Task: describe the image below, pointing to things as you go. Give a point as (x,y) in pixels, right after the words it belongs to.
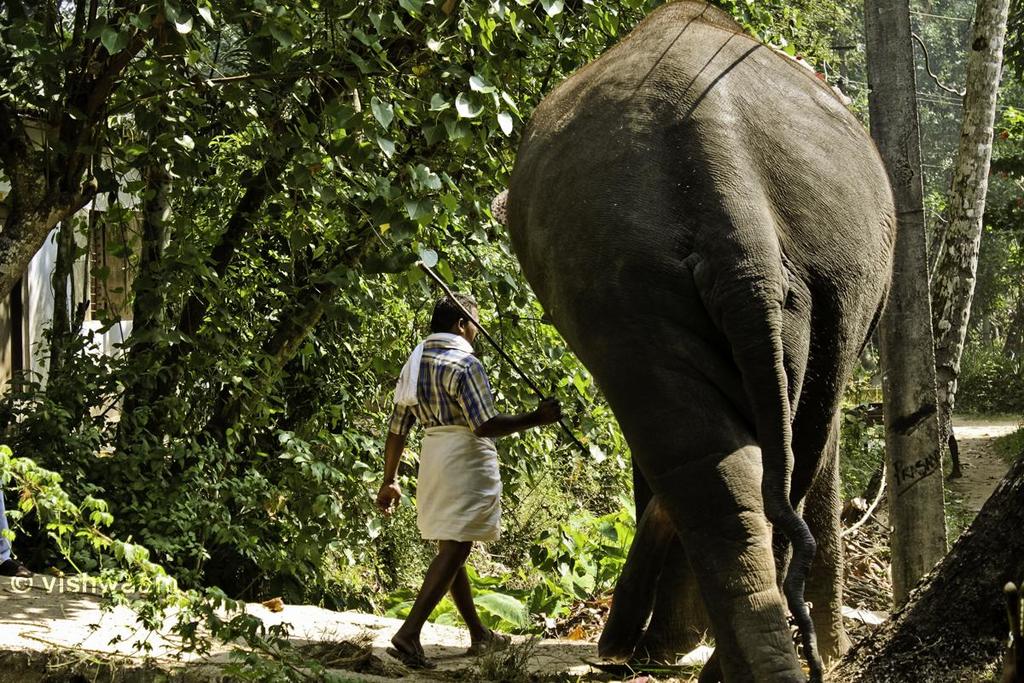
This image is taken outdoors. At the bottom of the image (337,638) there is a ground (535,661) with grass (525,667) on it. In the background (179,468) there are many trees (276,435) and plants (231,438) with green leaves (231,444), stems (925,623) and branches (71,180). On the right side of the image (915,332) there is a pole (916,321). In the middle of the image (664,405) there is an elephant (656,344) on the ground (306,631) and a man (424,512) is walking on the ground (304,644). He is holding a stick (505,353) in his hand (552,405).
